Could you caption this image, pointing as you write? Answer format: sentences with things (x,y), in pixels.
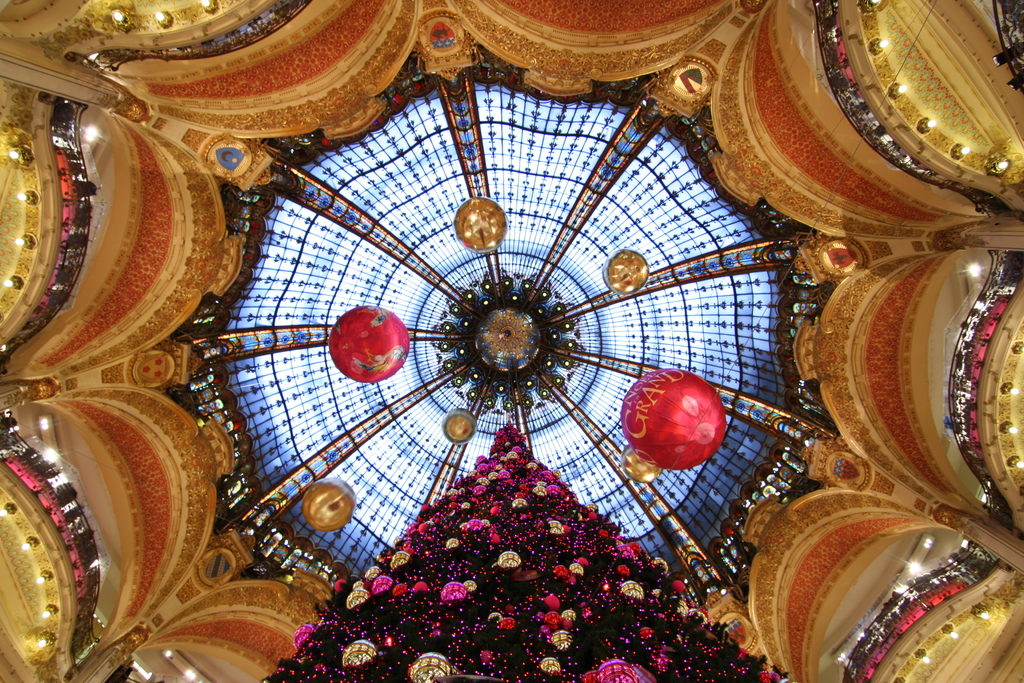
In this image I can see a Christmas tree (463,601) which is black, pink and gold in color and I can see few decorations (551,492) on it which are pink in color. In the background (561,473) I can see the rooftop (767,407) of the building (324,76) which is gold, red, black and blue in color and I can see few lights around the roof (87,438).
